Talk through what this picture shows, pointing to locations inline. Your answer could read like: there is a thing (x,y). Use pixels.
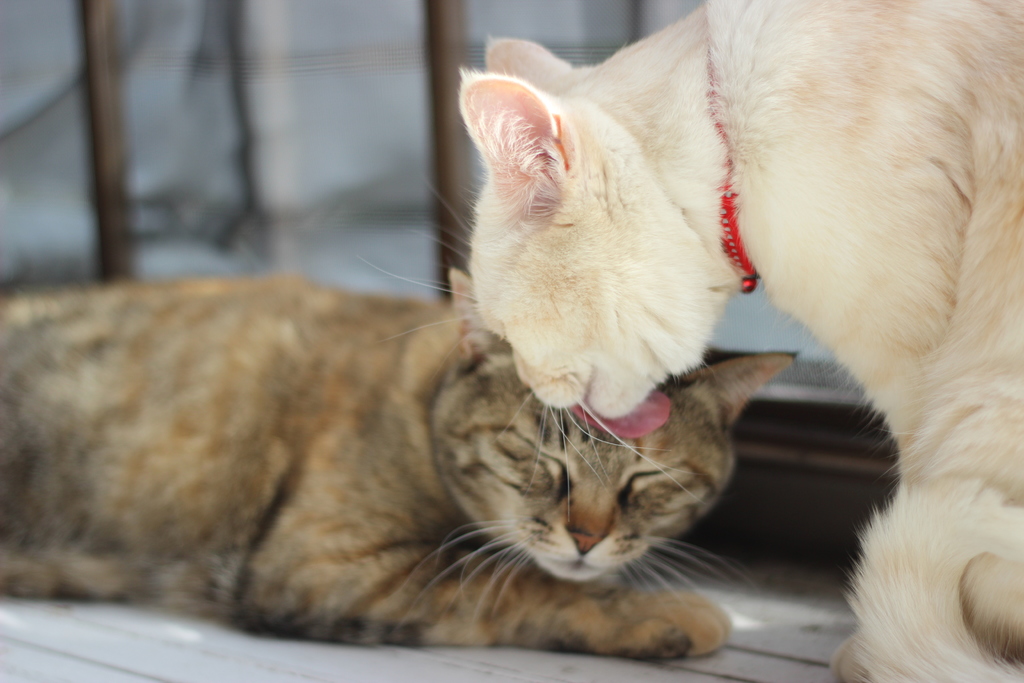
In this picture I can see there are two cats (1021,654) a brown (135,362) and a white (998,286) on right side (998,286) and there is a wall (128,271) in the backdrop (243,211).
